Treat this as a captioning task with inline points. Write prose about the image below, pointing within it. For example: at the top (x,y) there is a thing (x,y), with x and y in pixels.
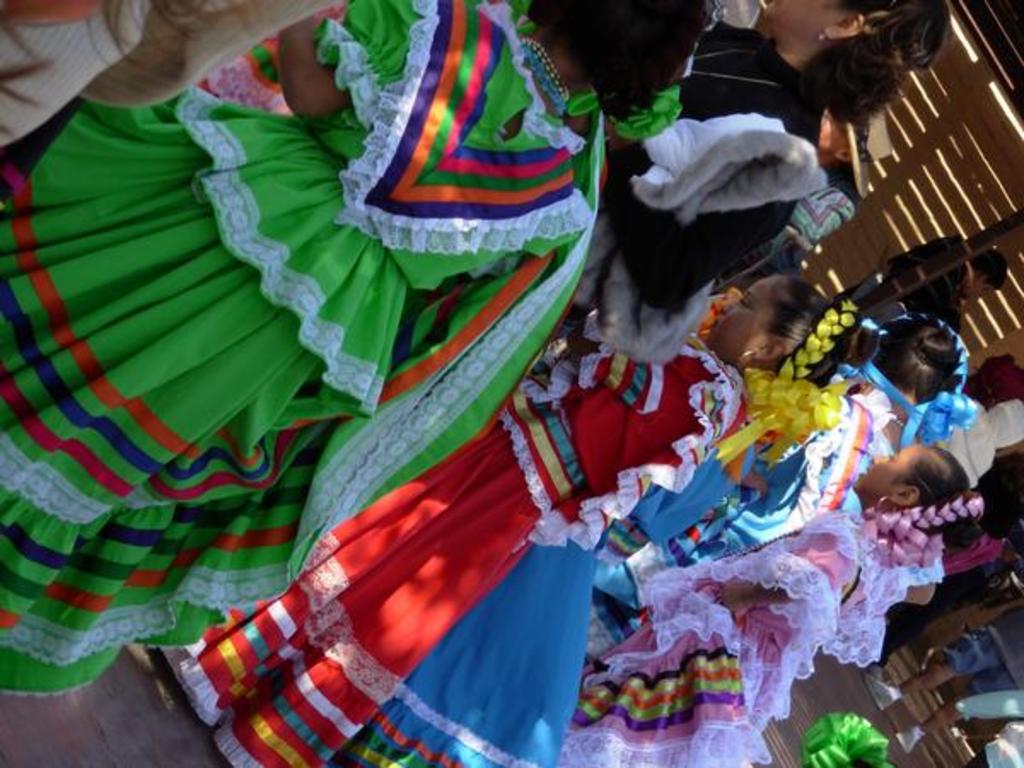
In the middle of the image (663,266) few persons (656,260) are standing. Bottom right side of the image (883,665) few people (1016,759) are walking. Top right side of the image (988,131) there is a wall (981,151).
